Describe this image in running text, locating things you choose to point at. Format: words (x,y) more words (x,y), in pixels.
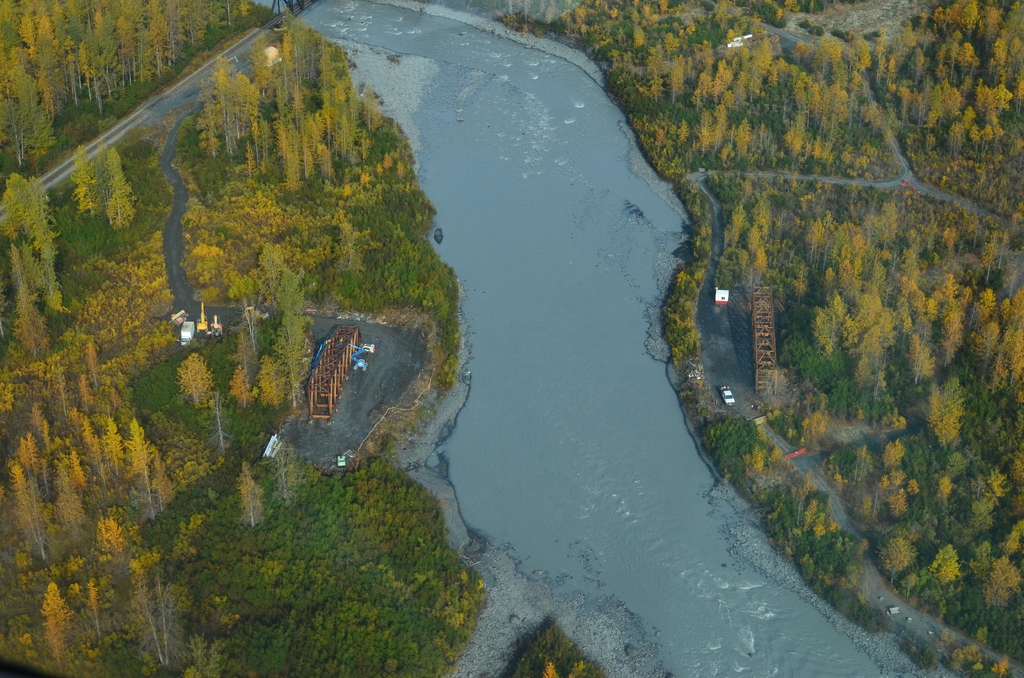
In this image I can see an aerial view. There is water (624,360) in the center (576,384). There are trees (135,340) on the either sides.
